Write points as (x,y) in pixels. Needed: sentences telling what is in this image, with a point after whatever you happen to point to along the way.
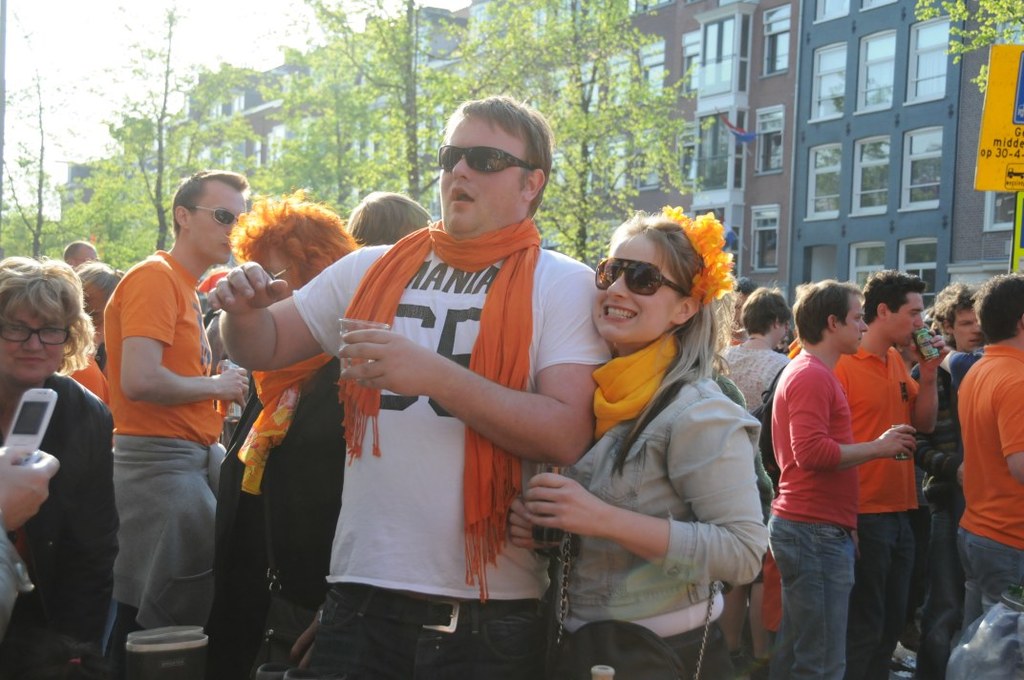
In this image, I can see group of people (171,512) standing. This looks like a board (998,148). These are the buildings (878,103) with glass windows (892,74). I can see the trees (315,127) with branches (357,115) and leaves (397,112). At the left corner of the image (25,512), I can see the person's hand (25,512) holding a mobile phone (31,400).
